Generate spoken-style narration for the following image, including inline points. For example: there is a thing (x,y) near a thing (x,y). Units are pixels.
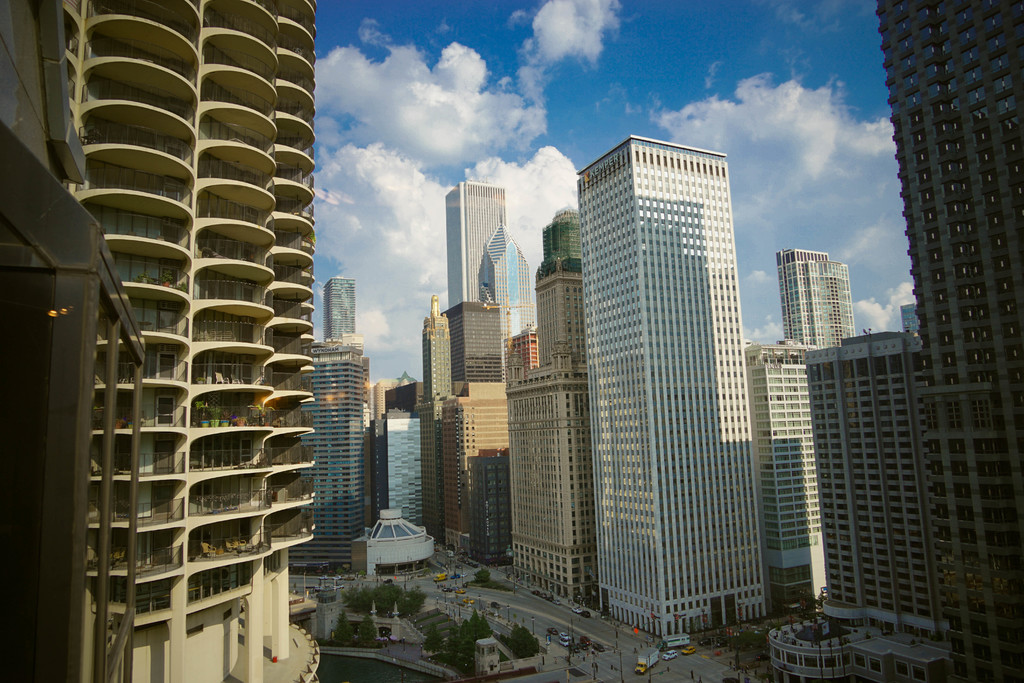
In this image, we can see so many buildings (764,440), walls (485,435), pillars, plants (199,412) and glass objects (14,598). Background we can see the cloudy sky (792,140). At the bottom of the image (387,598), we can see trees (517,656), vehicles (648,653), poles (622,661), roads (624,649) and few objects (635,632).
